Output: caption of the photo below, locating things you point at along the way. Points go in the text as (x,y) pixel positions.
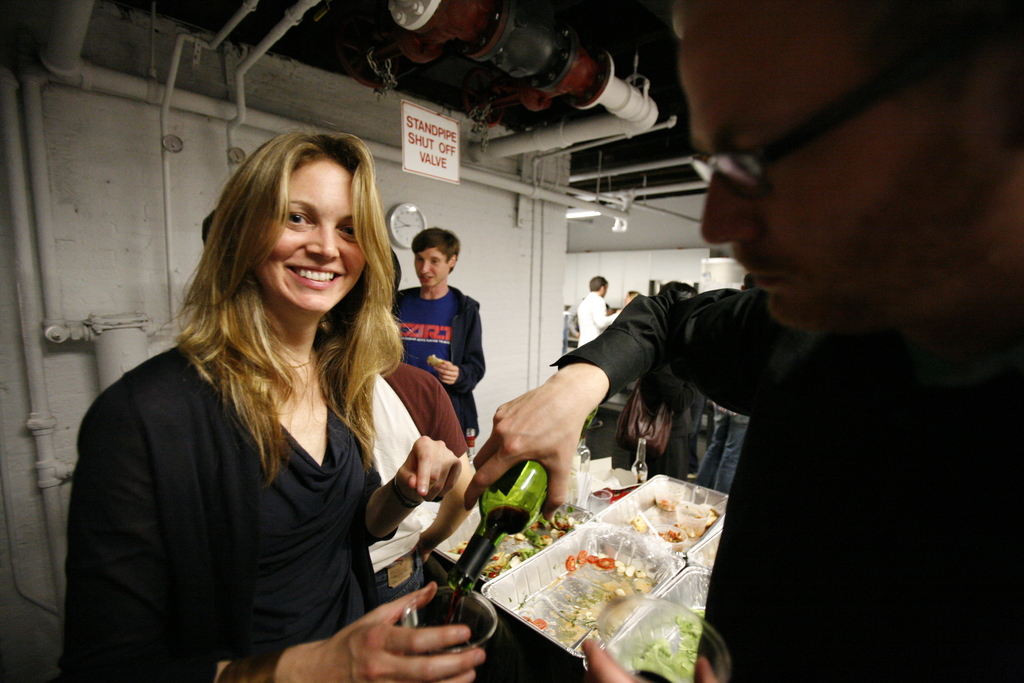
In the image few people (695,97) are standing and holding something in their hands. Behind them there is a table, on the table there are some food items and bottles (585,463). At the top of the image (612,12) there is roof (602,39). On the left side of the image (42,124) there is wall (157,213), on the wall (189,160) there is clock (415,224).
